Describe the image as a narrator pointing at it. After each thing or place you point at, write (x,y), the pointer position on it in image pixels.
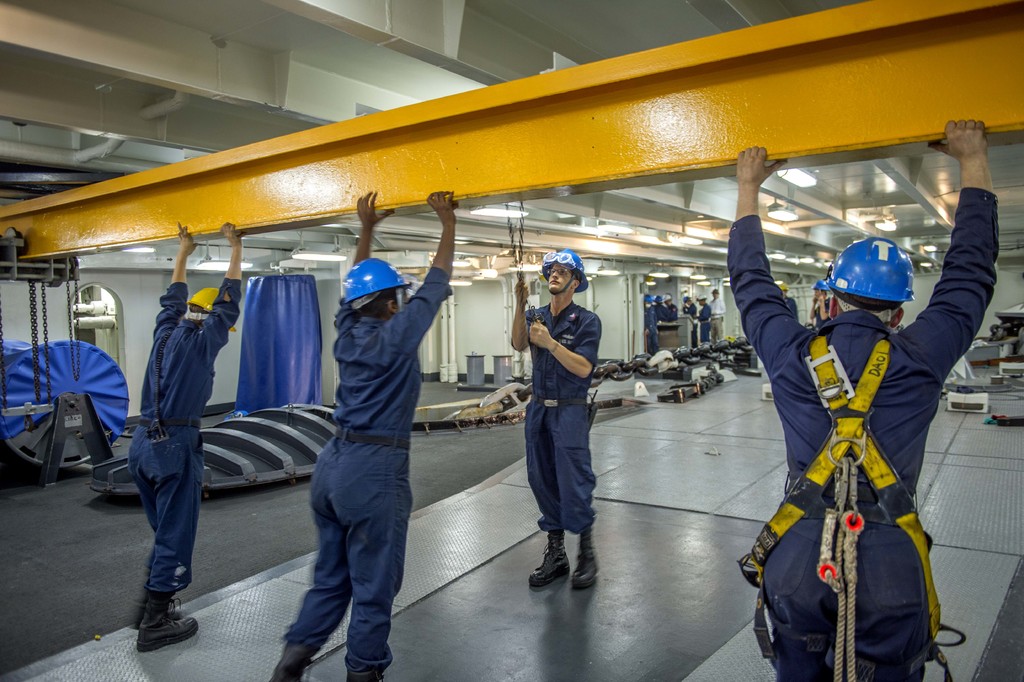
In this picture there are people (377,379) those who are standing in series, by holding a big pole (323,201) in their hands (451,212), there are lamps (799,182) on the roof (281,52) at the top side of the image (484,22) and there are other people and stock (495,396) in the background area of the image (662,310).
